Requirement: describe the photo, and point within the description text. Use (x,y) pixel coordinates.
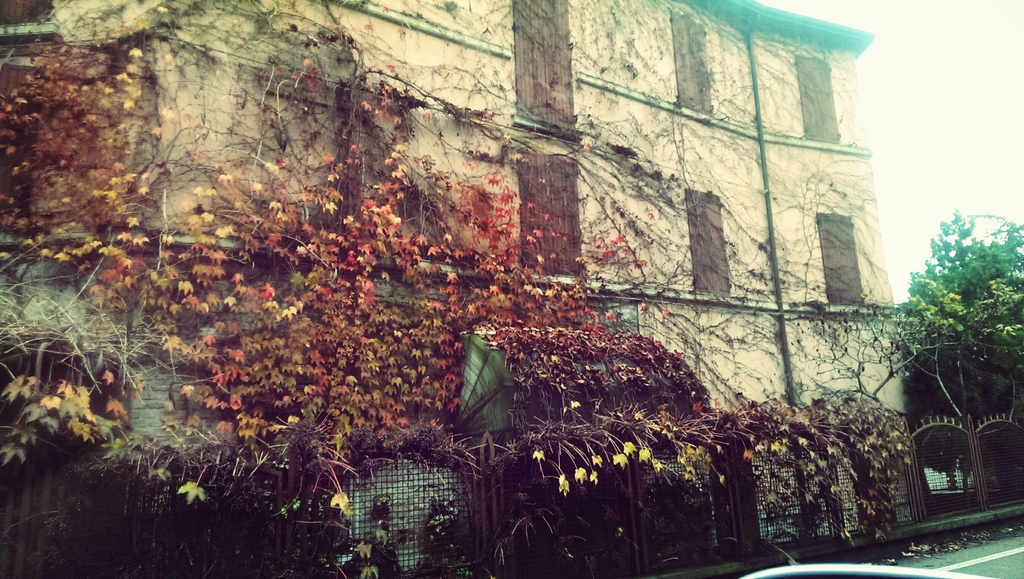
In this image we can see a building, plants (398,455), fence (944,448) and tree (911,367). We can see the sky (956,43) in the right top of the image (960,90). It seems like a vehicle (861,570) and the road (996,552) in the right bottom of the image (929,572).
